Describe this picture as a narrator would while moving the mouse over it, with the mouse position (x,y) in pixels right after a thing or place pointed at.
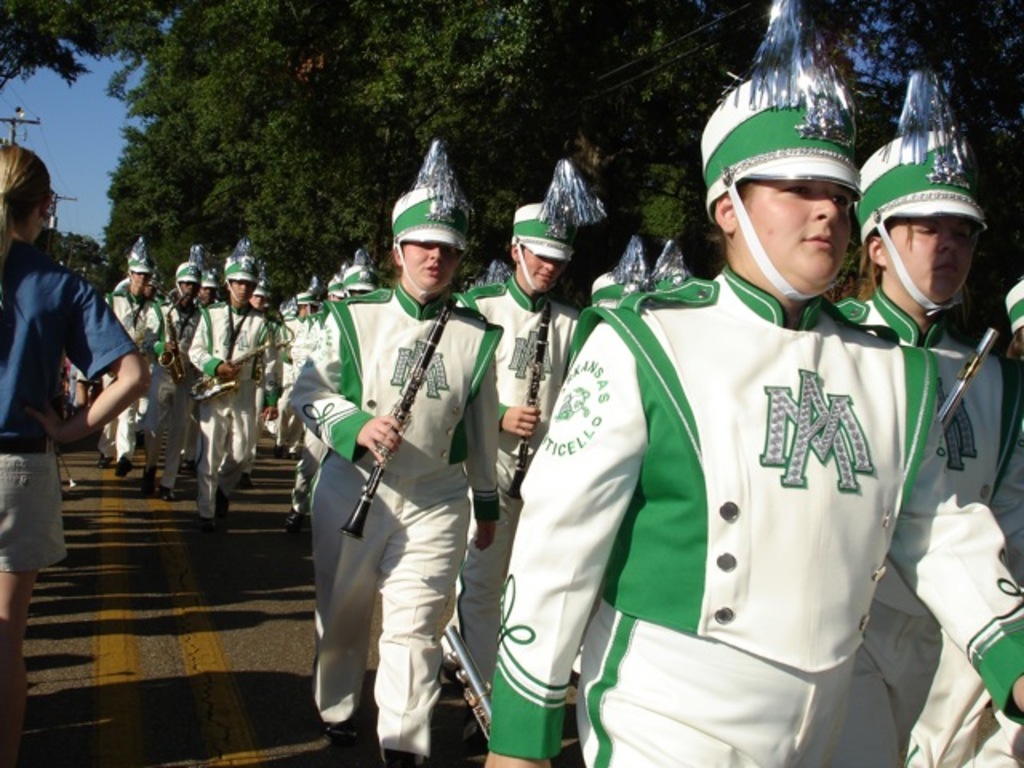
In this image, I can see a group of people (506,698) with fancy dresses (482,472) are walking on the road (289,653) and holding the musical instruments (534,361). On the left side of the image (50,494), I can see a person (40,487) standing and there is a current pole (50,218). In the background (81,206), there are trees (264,85) and the sky (92,138).
